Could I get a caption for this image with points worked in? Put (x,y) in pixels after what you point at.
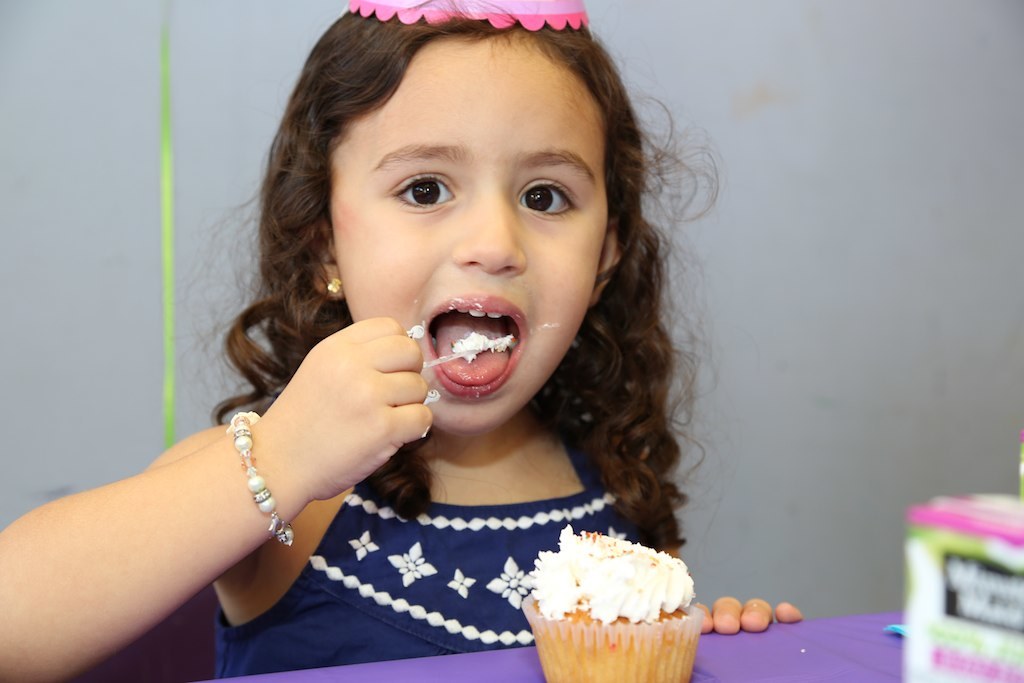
A girl (415,287) is sitting and eating cake (581,560), here there is an object (982,585), this is gray color background (35,355).
